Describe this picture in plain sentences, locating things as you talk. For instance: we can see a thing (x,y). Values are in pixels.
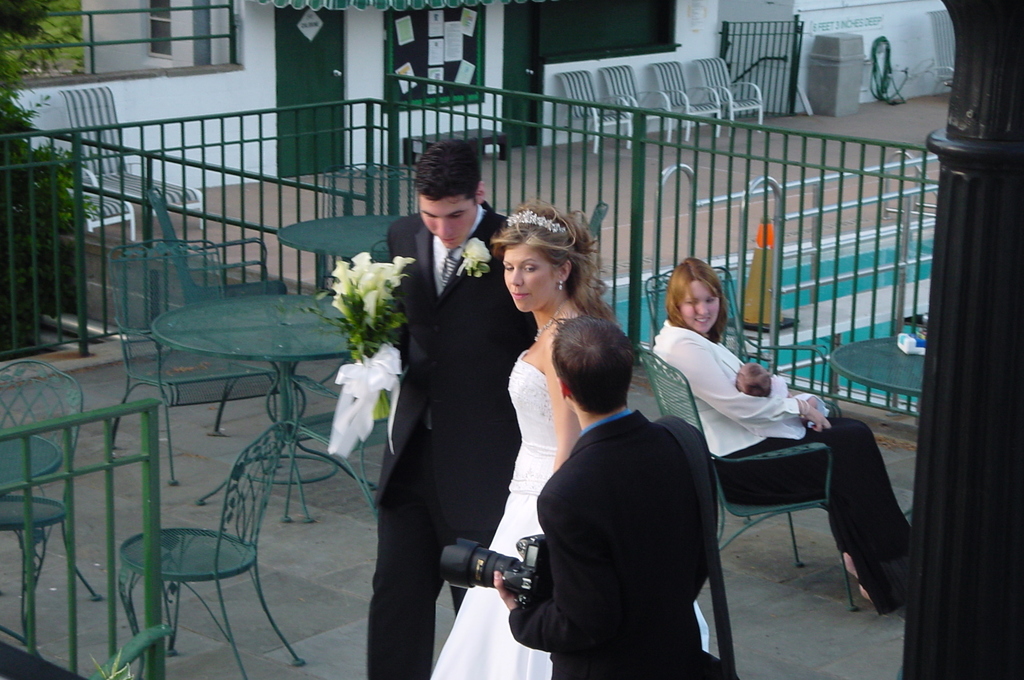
In this image there is a person (621,569) standing at the front (584,546) he is holding the camera (494,566), The person (438,377) standing beside of the woman (521,275) is holding flowers (366,259), at the back (249,369) there are table (253,317) and chairs (171,402) and tree (23,331) and there is a woman (748,439) sitting on the chair (743,460) behind this three people (598,553) and there are doors (337,48) and board (435,59) at the back (417,52).
